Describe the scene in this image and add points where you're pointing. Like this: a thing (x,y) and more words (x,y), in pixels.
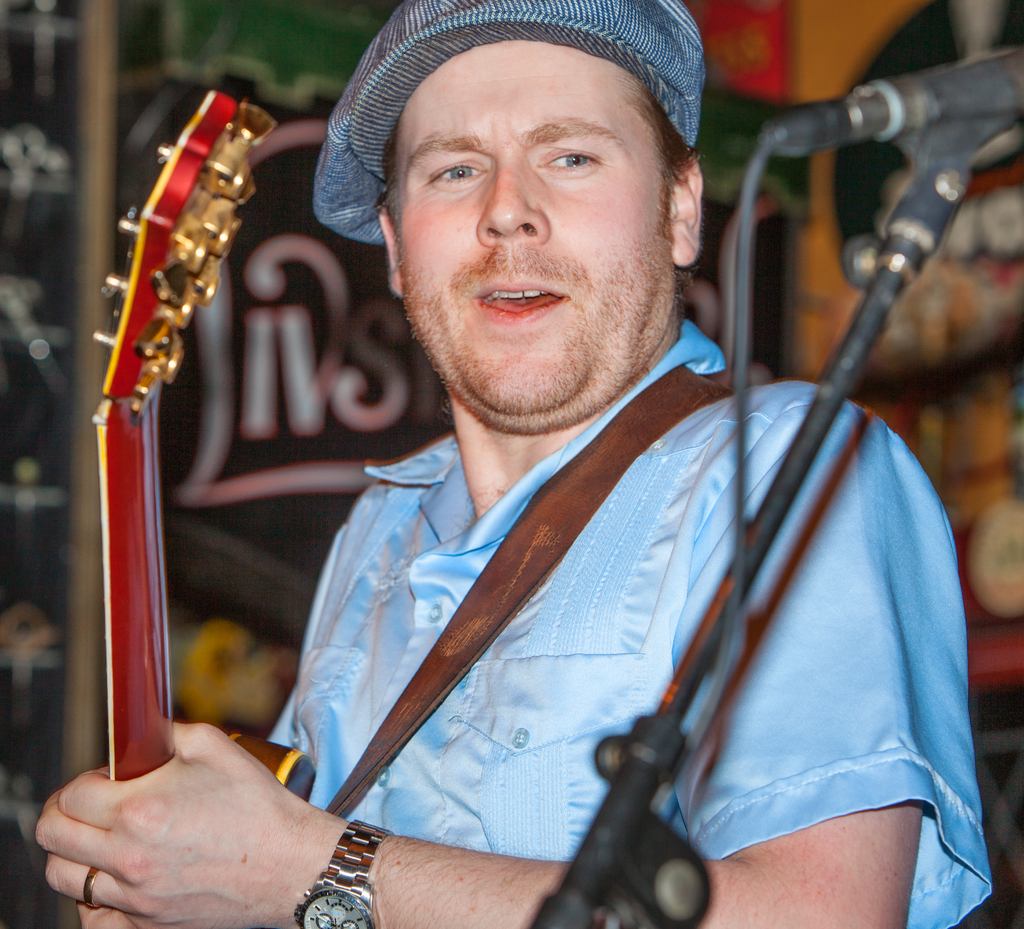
In this image we can see a person (408,539) wearing a cap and holding a musical instrument (157,216), also we can see a mic (798,121) and the background (289,1), it looks like the wall (221,689).
